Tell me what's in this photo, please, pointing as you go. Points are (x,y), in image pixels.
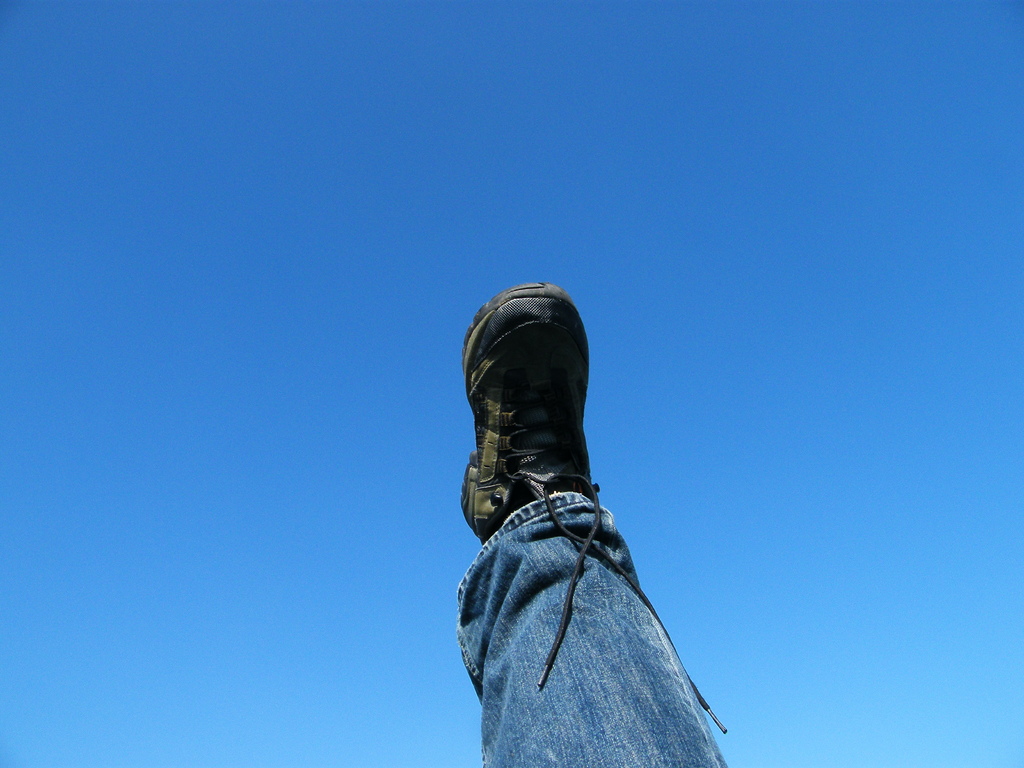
In this picture there is a leg (560,545) of the person (562,483) in the front (531,547) which is visible and at the top (343,253) there is sky (355,308) which is blue in colour.
